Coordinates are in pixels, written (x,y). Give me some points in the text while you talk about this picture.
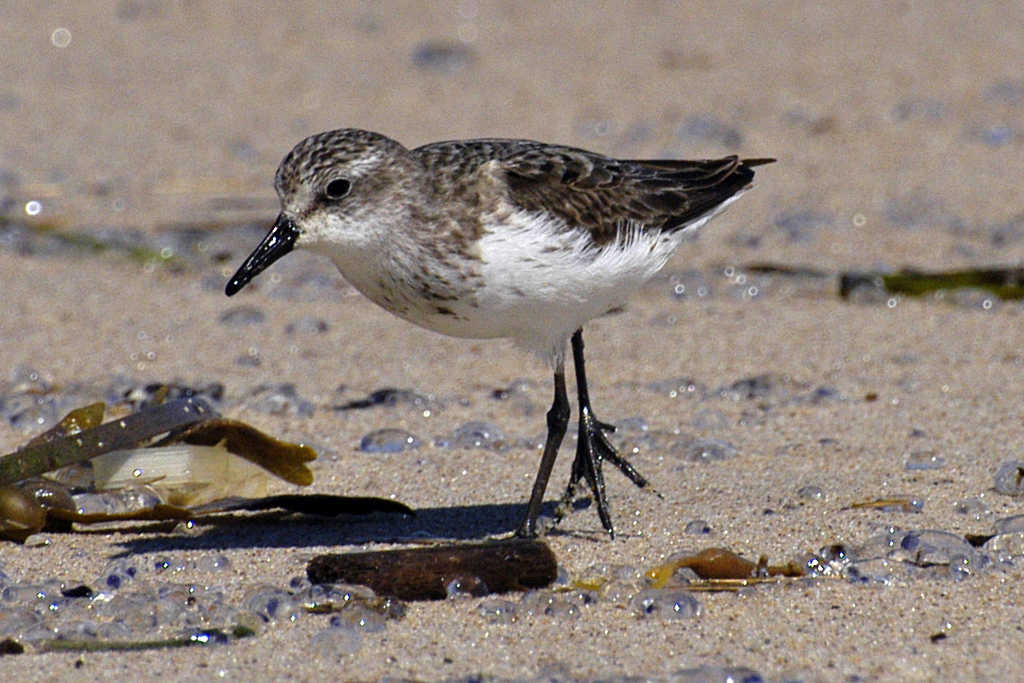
In this picture there is a bird (552,436), beside that I can see the water drops (1012,473) and plastic objects (217,430).
